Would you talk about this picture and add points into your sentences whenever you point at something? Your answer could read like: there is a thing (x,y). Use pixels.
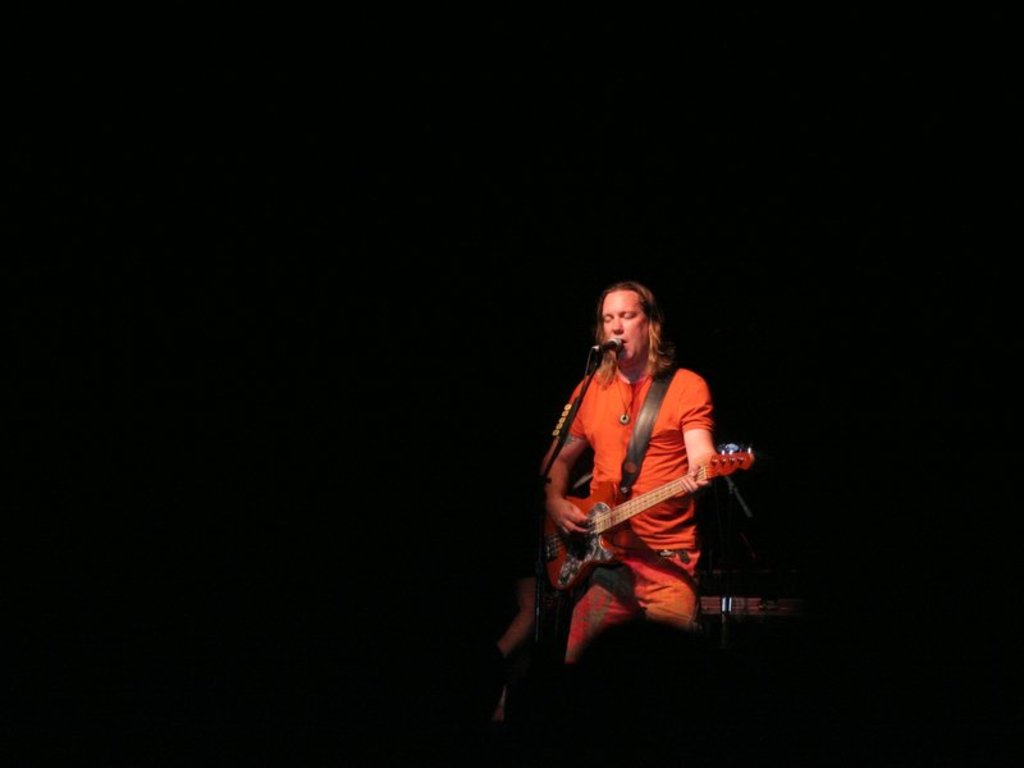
As we can see in the image there is a man (645,351) singing on mike (615,340) and holding guitar (581,554) in his hand (687,488).
